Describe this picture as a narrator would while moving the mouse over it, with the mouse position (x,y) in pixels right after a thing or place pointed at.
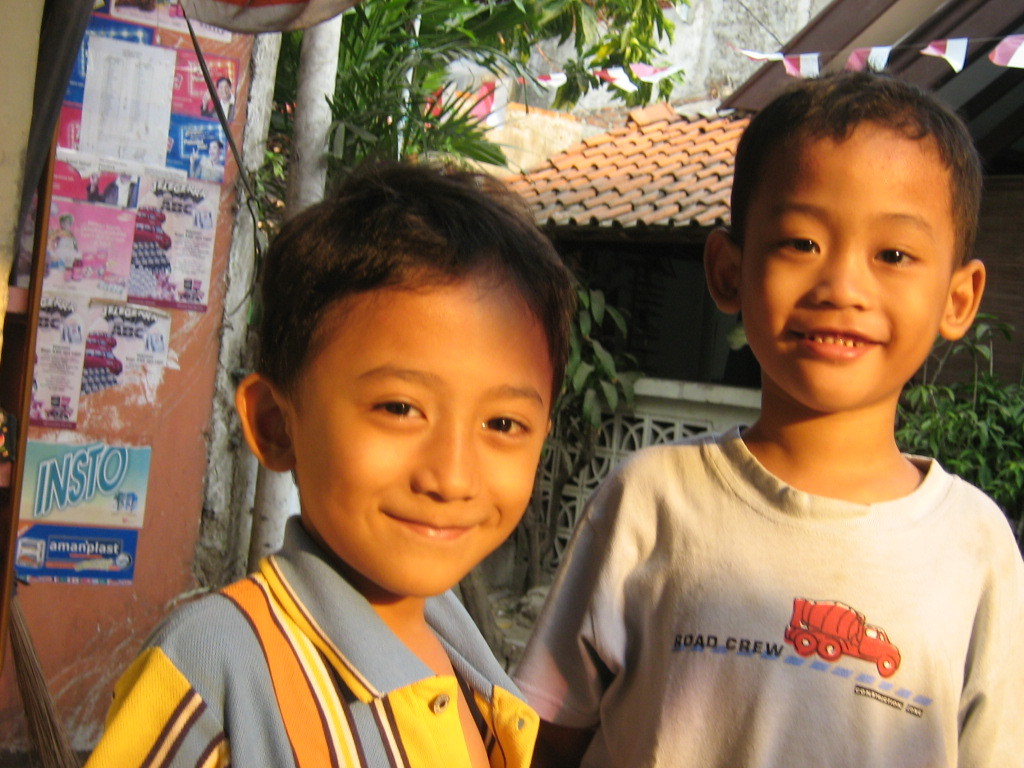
In the picture we can see two boys (441,691) are standing and smiling and behind them, we can see a wall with a pole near it and some plants (505,6) and beside it, we can see a house (616,137) and near it, we can see a railing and on the top of it we can see a part of trees (664,88) which are not clearly visible.
